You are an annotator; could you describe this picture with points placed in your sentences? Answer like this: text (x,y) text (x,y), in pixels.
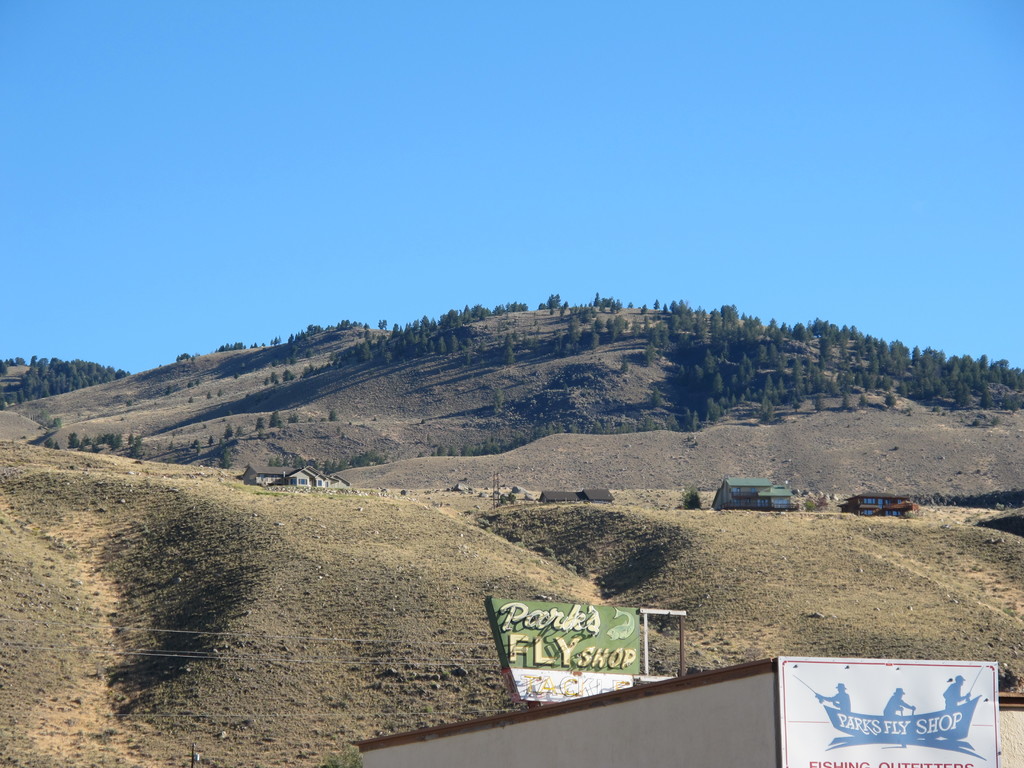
In this picture there is a building (756,766) at the bottom right (743,762). On the building (661,733) there are two boards (809,715) with some text (852,722) and pictures (906,723). In the center (550,498), there are houses (588,494) scattered around. In the background (510,374) there are hills (583,348), trees (580,315) and a sky (584,225).
